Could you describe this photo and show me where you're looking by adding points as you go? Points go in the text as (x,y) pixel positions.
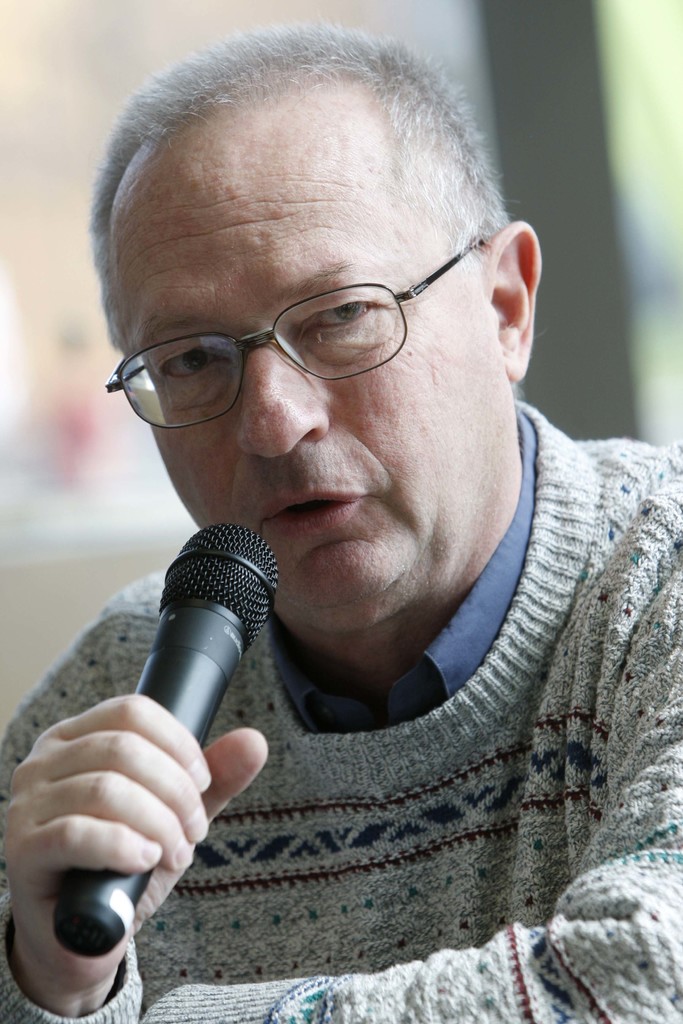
In this image there is a man (280,628) holding a mike (226,594). He wore spectacles (405,319) and grey colored sweater (464,871).
